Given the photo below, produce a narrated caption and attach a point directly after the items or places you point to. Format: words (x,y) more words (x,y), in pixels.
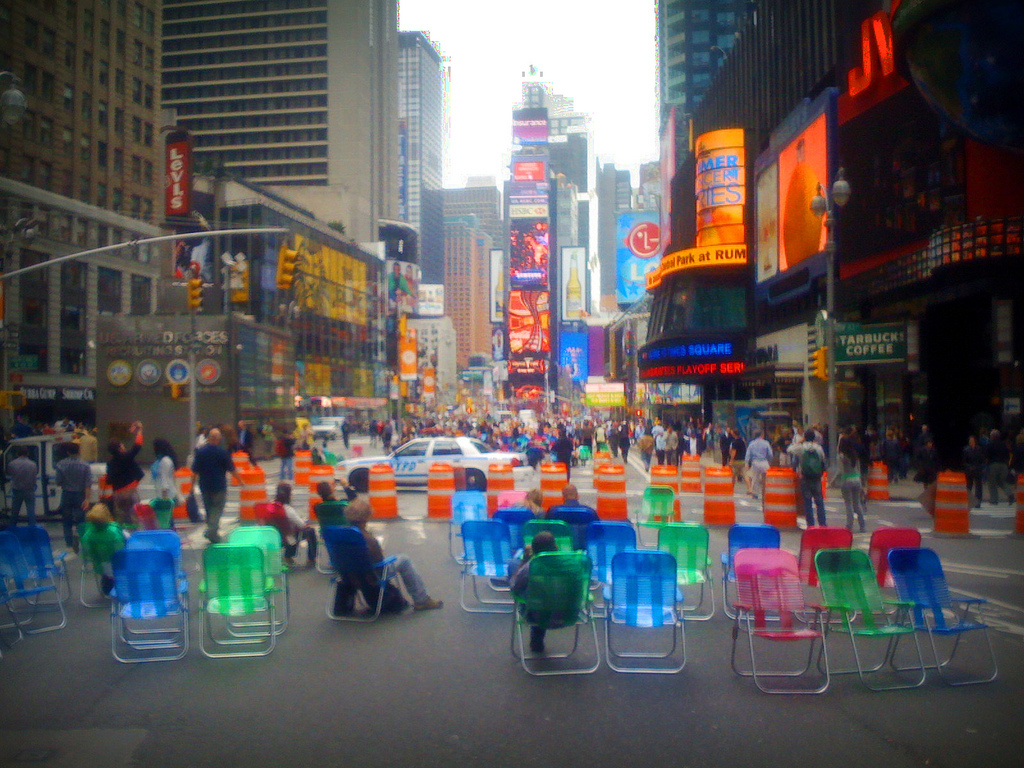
In this image I can see few multi color chairs (819,670) and I can see few people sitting on the chairs (882,577). Background (425,360) I can see group of people (388,447) some are standing and some are walking, few vehicles (390,463), buildings (659,309) in cream, white and brown color and the sky (475,94) is in white color.
